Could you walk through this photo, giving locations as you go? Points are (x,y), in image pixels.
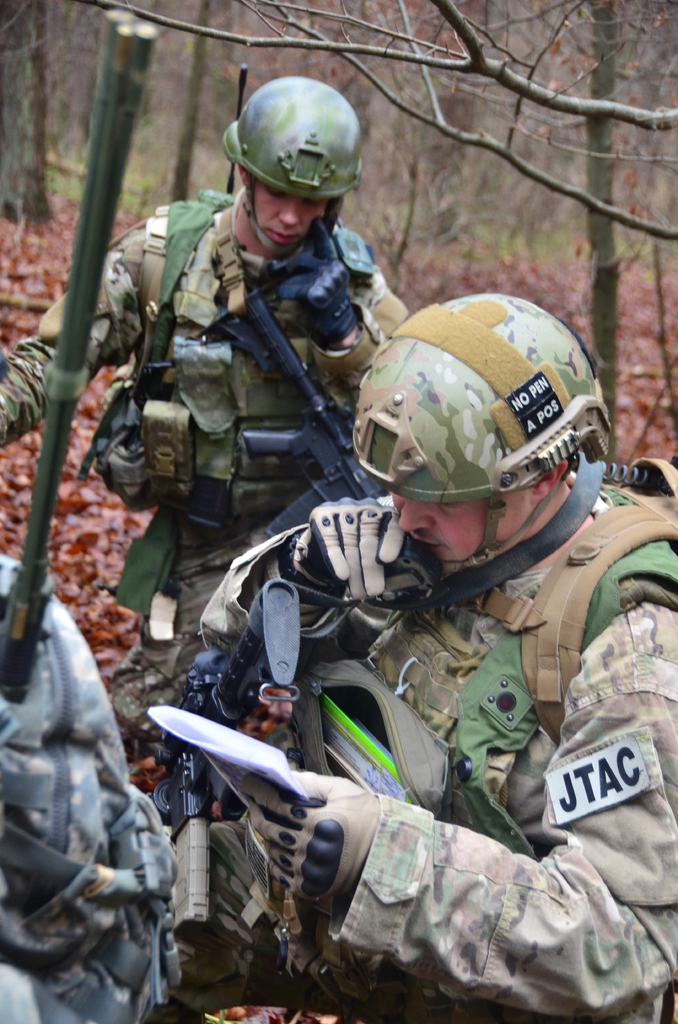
In the foreground of this image (394,647), there are two people (389,632) wearing military dress (381,898), helmets (484,416), jackets (469,875), backpacks (606,550) and also holding guns (259,647). There is a man (370,825) holding paper (281,753) and talking to a walkie-talkie (407,568). In the background (465,98), there are trees (506,118) and the dry leaves (506,271).
